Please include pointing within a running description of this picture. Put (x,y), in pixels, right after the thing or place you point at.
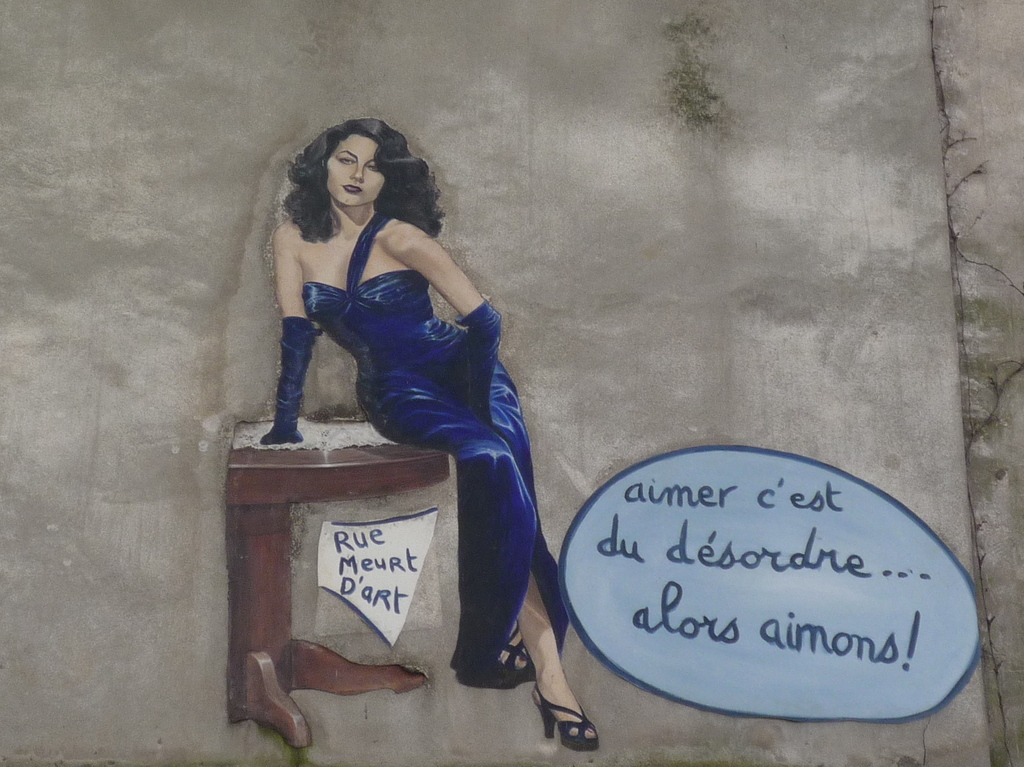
In this image I can see a woman (476,337) wearing a blue color skirt (387,370), sitting on the bench (315,446) and I can see a text (821,518) on the right side (684,664) and this picture seems to be a drawing.
